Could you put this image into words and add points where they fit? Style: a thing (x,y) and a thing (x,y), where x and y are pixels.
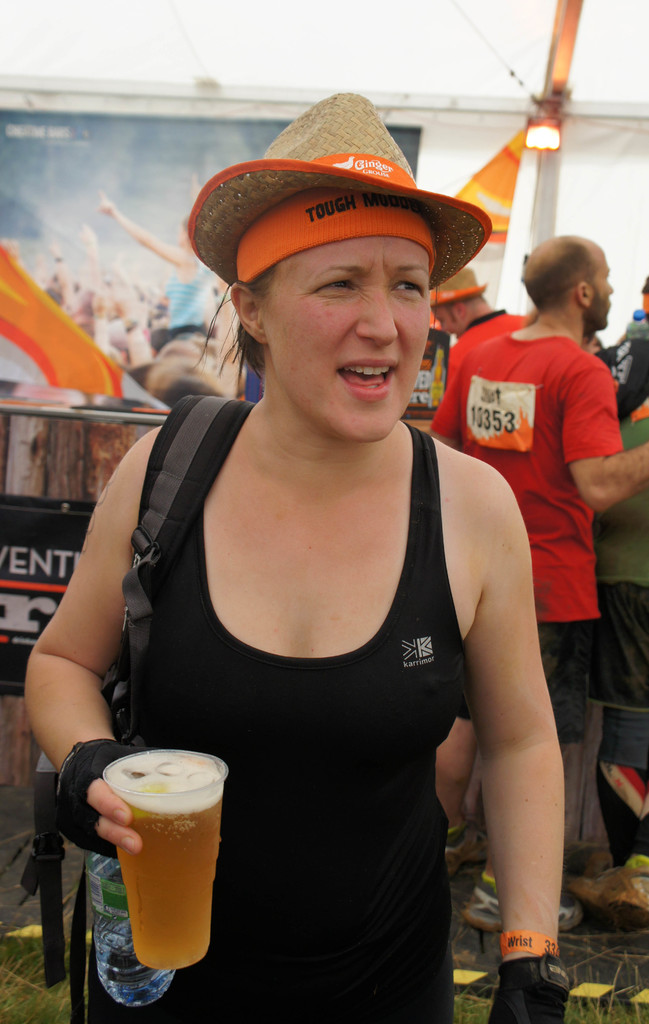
This image is clicked outside. Here a woman (333,202) is standing in the middle of the image (285,399), she is holding a glass (205,832) and a water bottle (125,892) in her hand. She is wearing black t shirt (444,576), she is also wearing hat (354,114). A man (584,274) on the right side (502,372) is wearing red shirt (530,504) and shoe (482,848). There is a light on the right side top corner.
